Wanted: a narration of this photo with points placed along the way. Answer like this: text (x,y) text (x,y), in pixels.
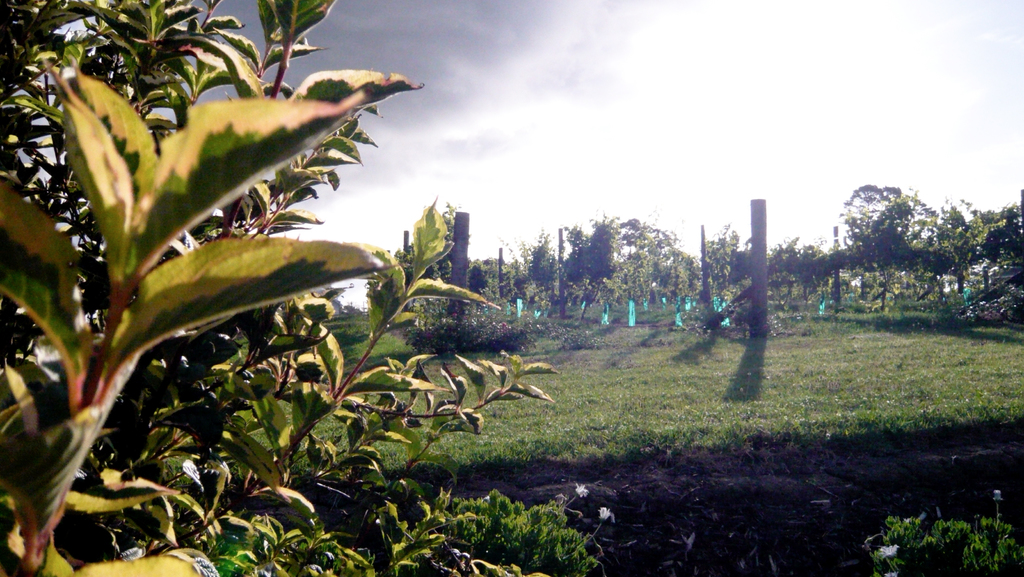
In this image I can see the white color flowers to the plants (542,368). In the background (569,290) I can see many trees (587,262), poles (559,236), clouds (491,117) and the sky (399,126).
